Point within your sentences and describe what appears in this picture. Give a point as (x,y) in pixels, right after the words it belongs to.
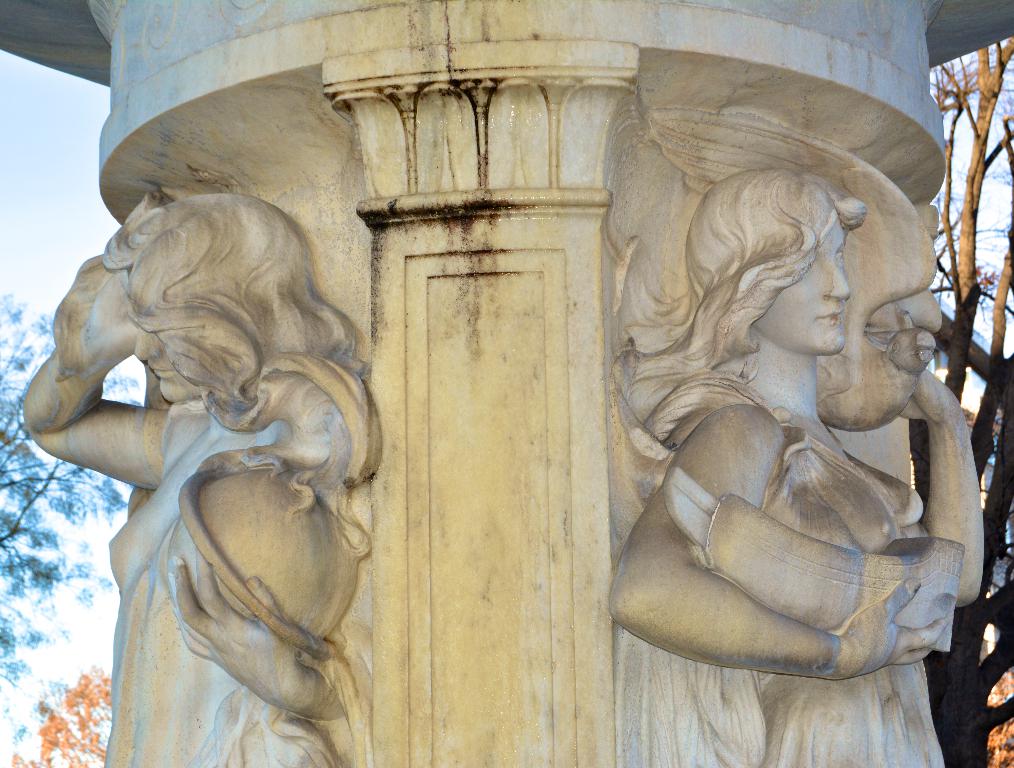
This is a pillar (481,418) and there are sculptures (736,450). In the background (53,302) we can see trees (971,173) and sky (32,156).
